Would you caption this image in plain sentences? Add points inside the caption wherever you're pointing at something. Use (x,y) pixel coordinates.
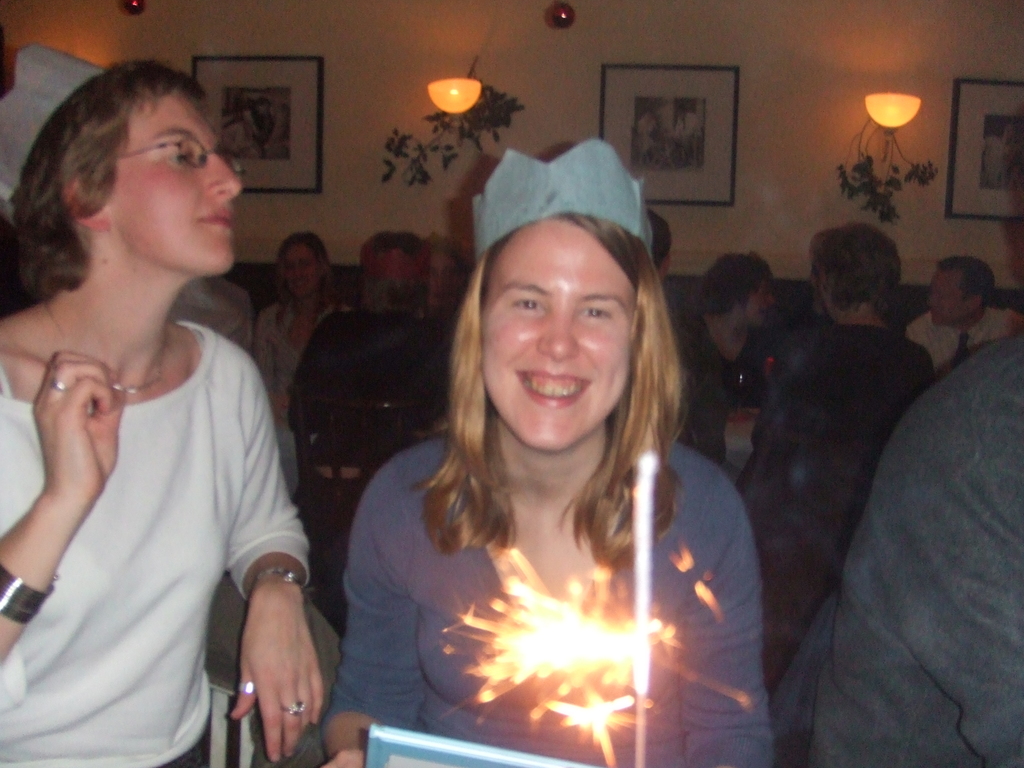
There is a sparkle (606,696) in the foreground area of the image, there are people (398,237), frames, and plants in the background (394,412).
